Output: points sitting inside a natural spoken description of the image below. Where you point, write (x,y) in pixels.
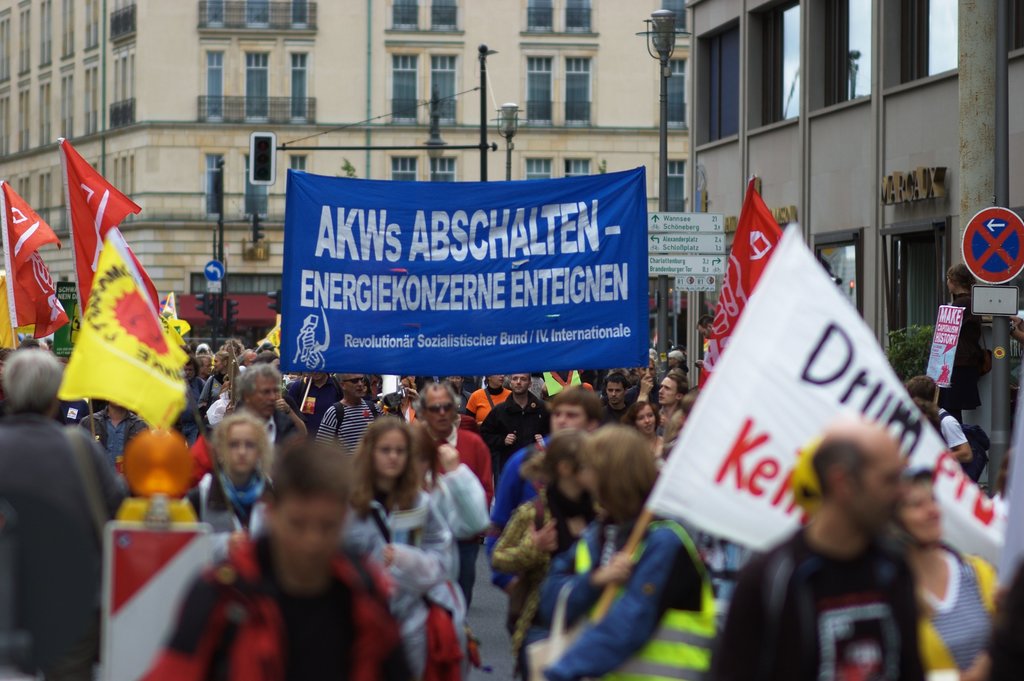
In this picture there is a group of people (439,523) walking on the street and doing a protest. Above we can see a blue color banner (533,370) and some posters (751,483). In the background (128,89) there is a yellow color building (475,113) with many windows (211,101).
